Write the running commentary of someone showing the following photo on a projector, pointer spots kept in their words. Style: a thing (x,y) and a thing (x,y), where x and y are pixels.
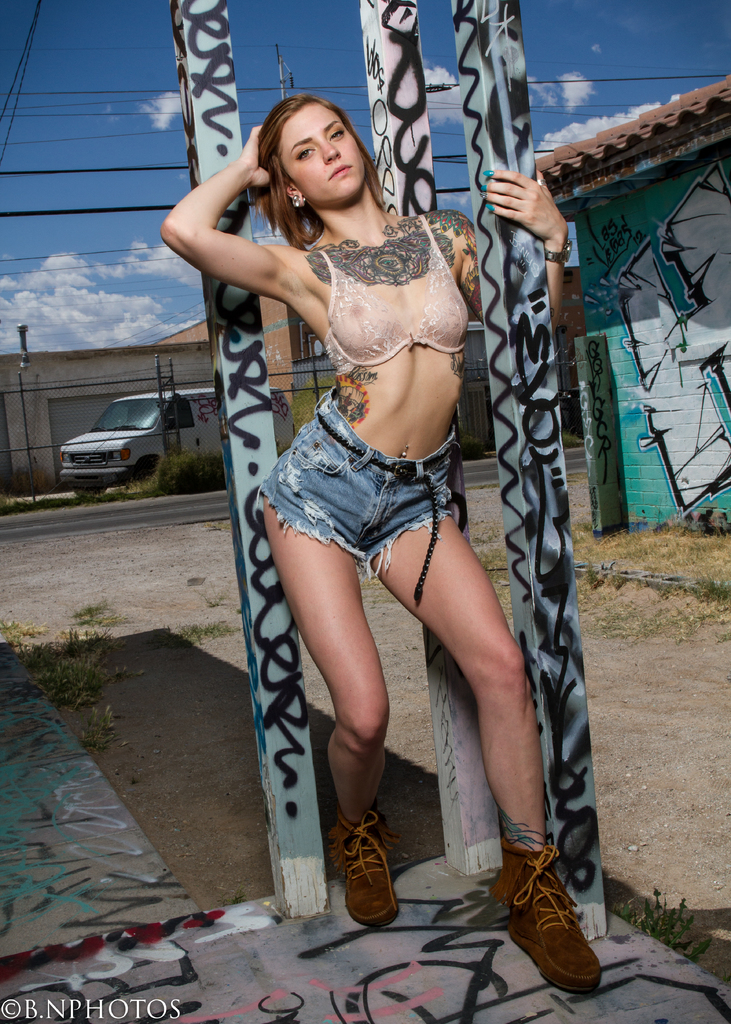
In this picture there is a woman (487,722) standing and holding an wooden object (505,315) in her hand (525,217) and there are two other wooden objects (386,141) behind her and there is a vehicle (170,396) and buildings (204,349) in the background (91,389) and there is something written in the left bottom corner (75,1006).
